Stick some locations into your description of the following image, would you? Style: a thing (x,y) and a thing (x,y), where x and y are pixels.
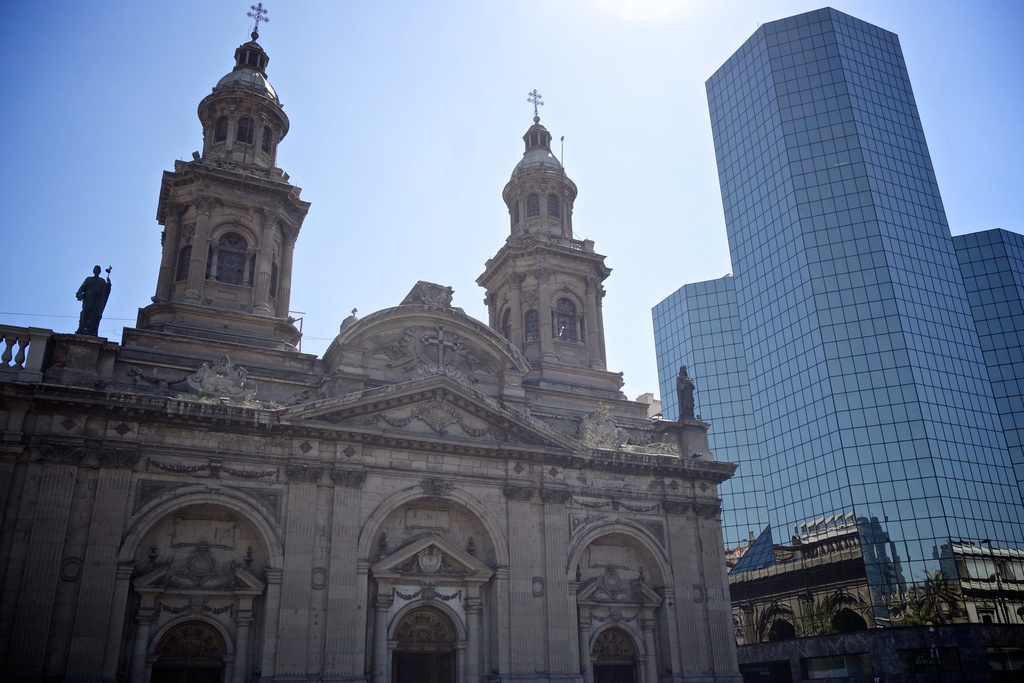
In this image we can see some buildings (561,415), on the building (228,399) we can see some statues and cross symbols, in the background (442,176) we can see the sky (428,186).
